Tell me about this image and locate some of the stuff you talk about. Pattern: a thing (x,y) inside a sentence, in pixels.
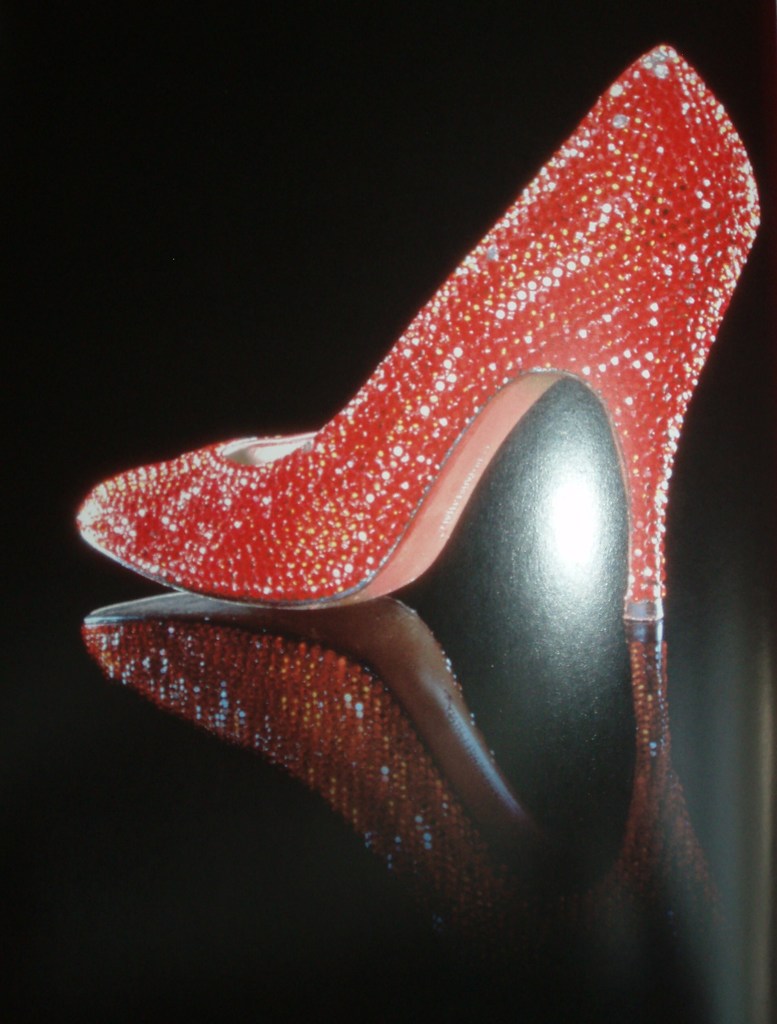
In the center of the image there is a red color heel (646,79).
